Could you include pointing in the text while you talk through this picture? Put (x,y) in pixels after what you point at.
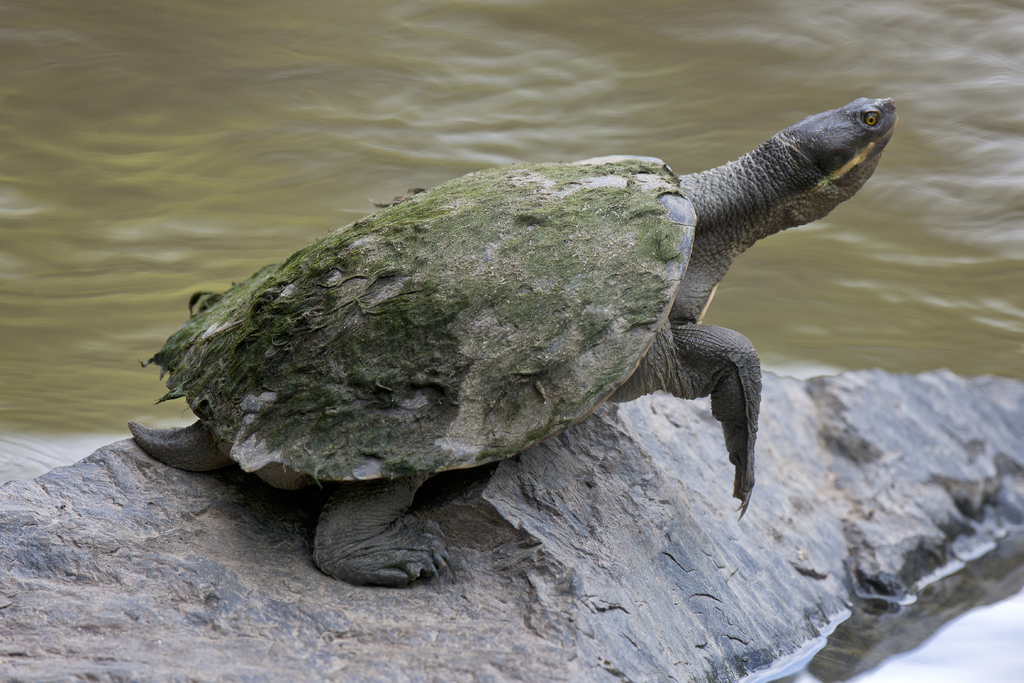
In this image there is a tortoise (475,398). There is a stone (574,469). There is water (587,120).
